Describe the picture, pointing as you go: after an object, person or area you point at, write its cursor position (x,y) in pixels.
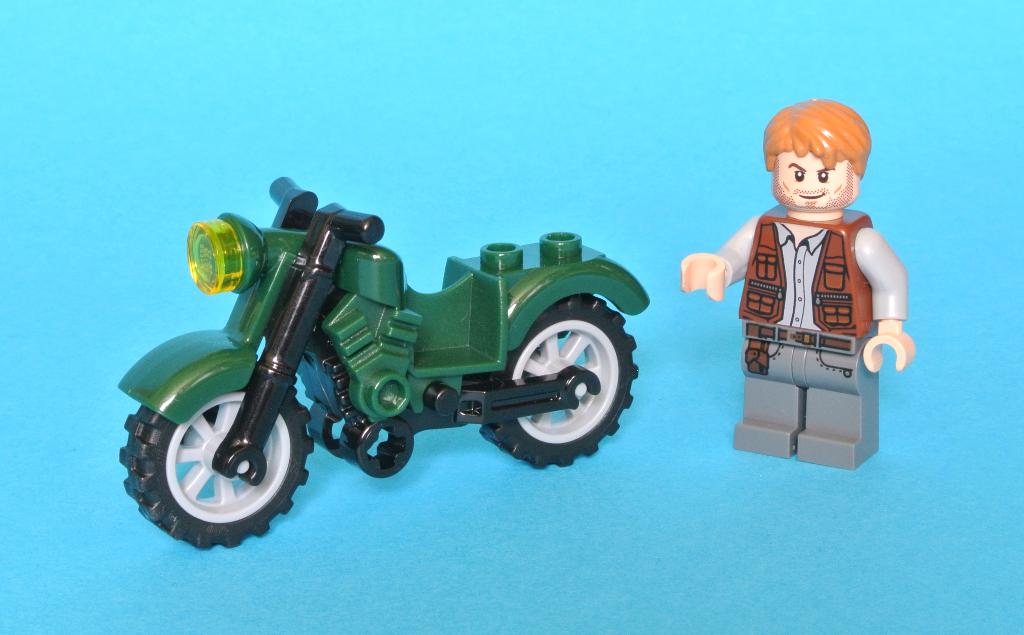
In this picture I can observe two toys (529,351). The background (718,150) is in blue color.
